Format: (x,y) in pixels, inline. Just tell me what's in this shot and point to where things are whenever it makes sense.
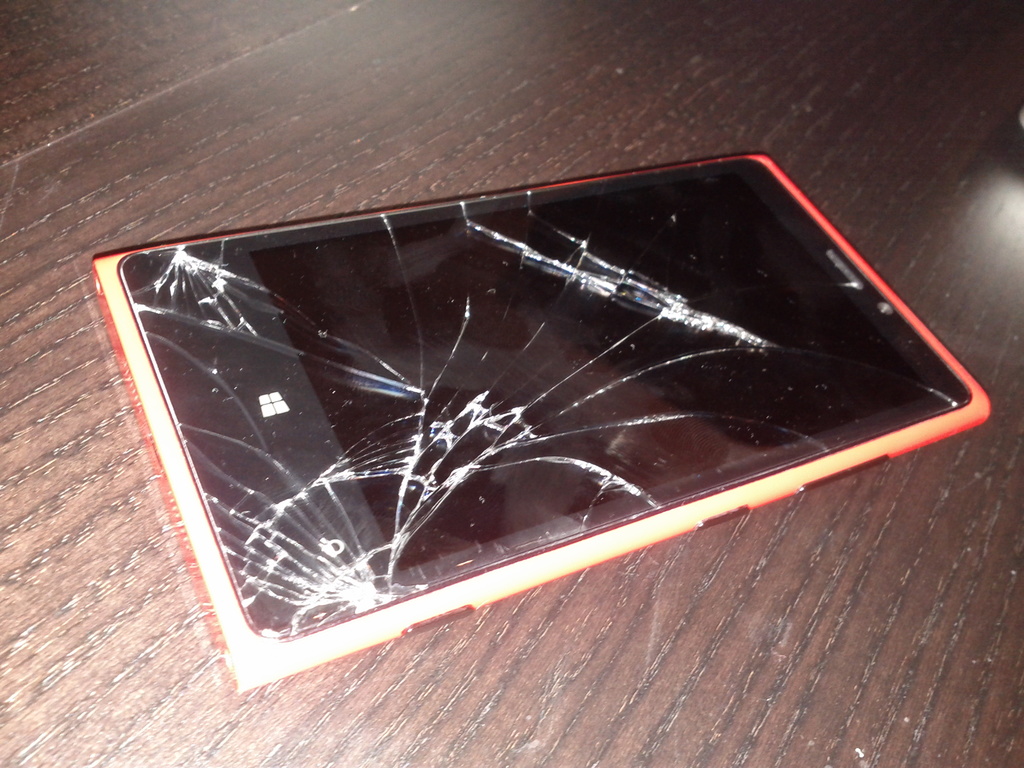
In this picture we can see a mobile (333,609) with some cracks (216,278) on it and this mobile (361,506) is placed on a platform (365,99).
